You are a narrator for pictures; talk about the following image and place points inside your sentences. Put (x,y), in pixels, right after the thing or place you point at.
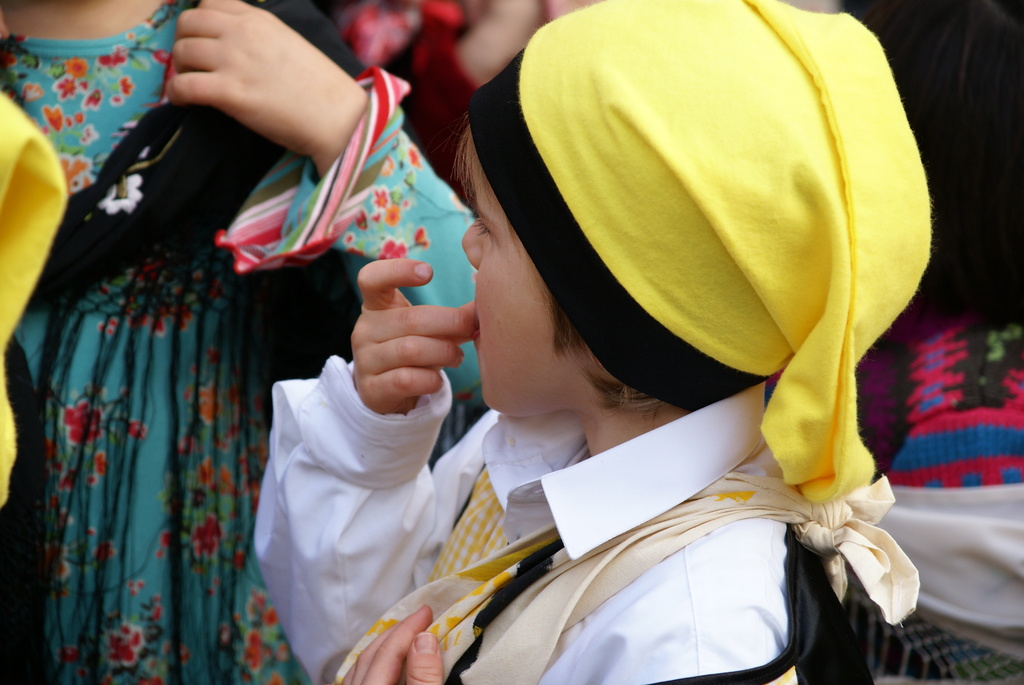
In this image we can see a kid (534,606) wearing a white color dress (746,598) and yellow color cap (795,394). Background of the image (143,251) we can see some people (160,218) which are in blue.
